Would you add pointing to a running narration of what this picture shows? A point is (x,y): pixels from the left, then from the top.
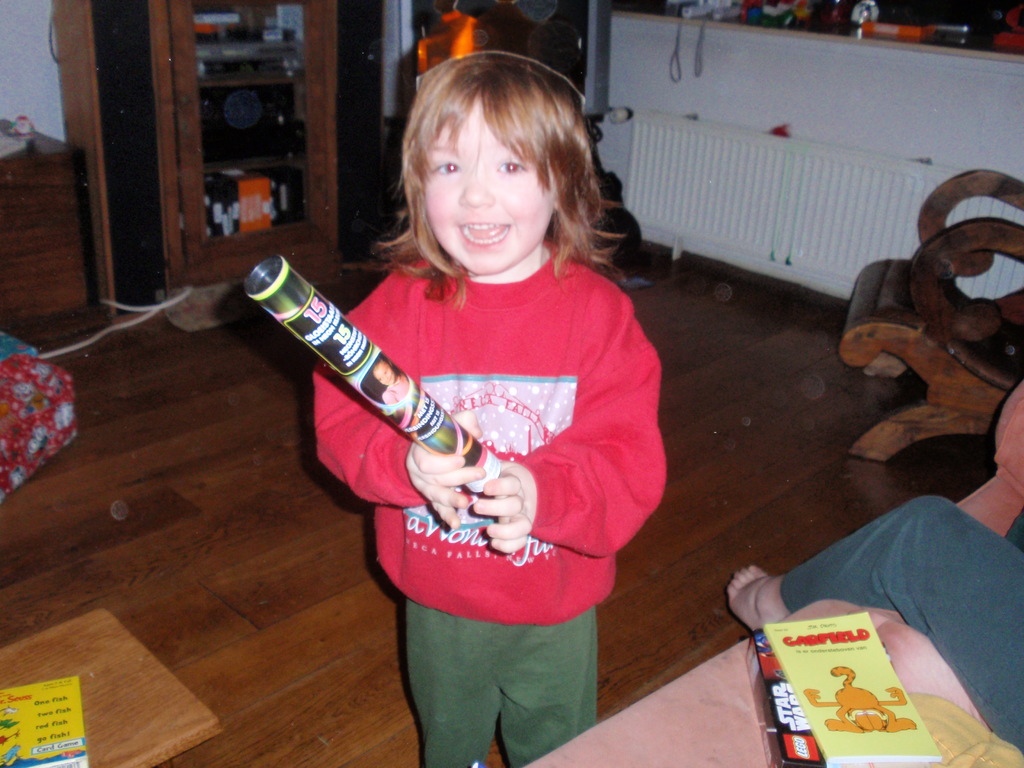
In this image we can see one girl (497,485) is standing, she is wearing red color t-shirt (489,555) and green color pant (573,690) holding some bottle (398,367) in her hand (497,501). Background of the image (97,114) furniture (68,171) are present. Right side of the image (947,541) one wooden chair (974,335) and person (955,593) is sitting on sofa (701,729). Books (809,711) are present on the sofa (690,735). Left bottom of the image (31,739) one book (17,730) is present on the table (147,733).
